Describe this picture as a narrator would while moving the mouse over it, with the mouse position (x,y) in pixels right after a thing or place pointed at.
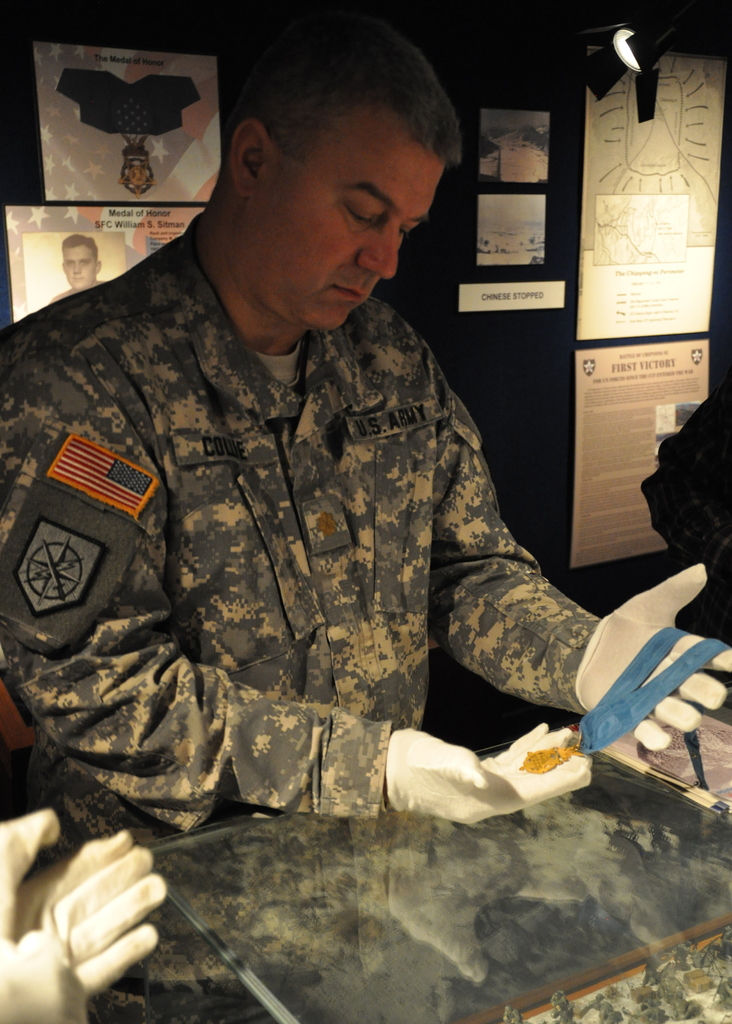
In this picture we can see a man (393,681) standing and holding something, he wore gloves (467,789), in the background (196,114) there are some boards (128,219) pasted on the wall (561,233), there is a light (623,63) here, at the left bottom (81,961) we can see another person's hand (64,952).
